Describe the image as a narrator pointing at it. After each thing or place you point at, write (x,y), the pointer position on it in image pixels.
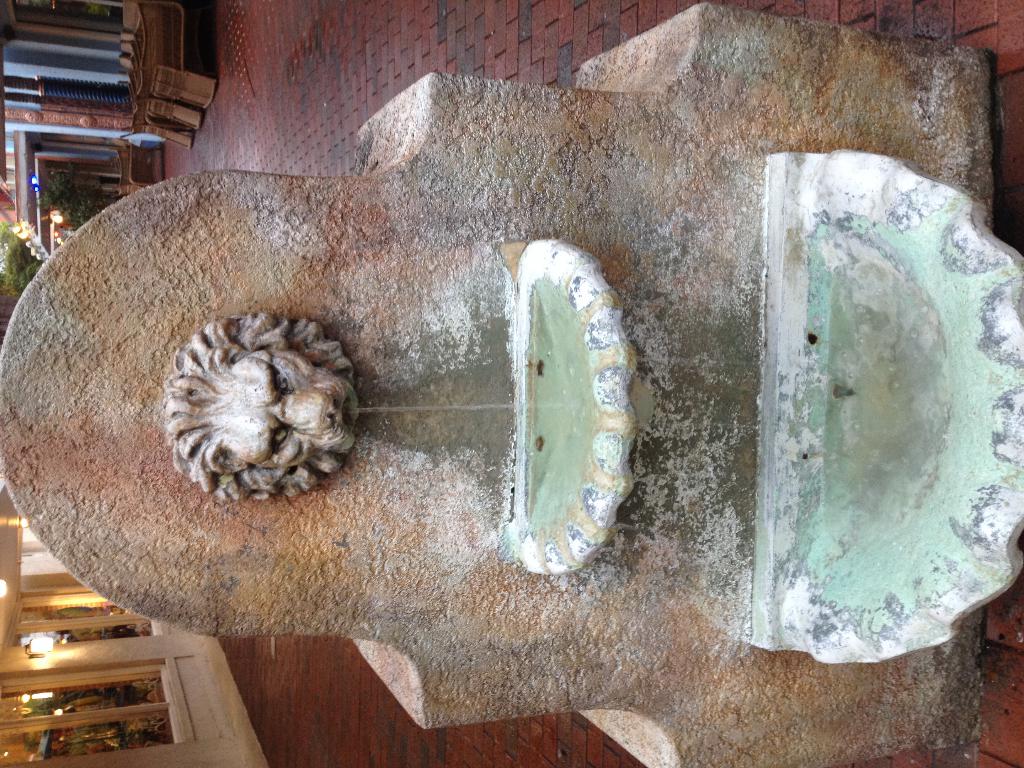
In this picture there is a fountain (556,222) in the center of the image (604,416) and there are pillars (80,117) and trees (6,240) in the background area of the image (32,257).
